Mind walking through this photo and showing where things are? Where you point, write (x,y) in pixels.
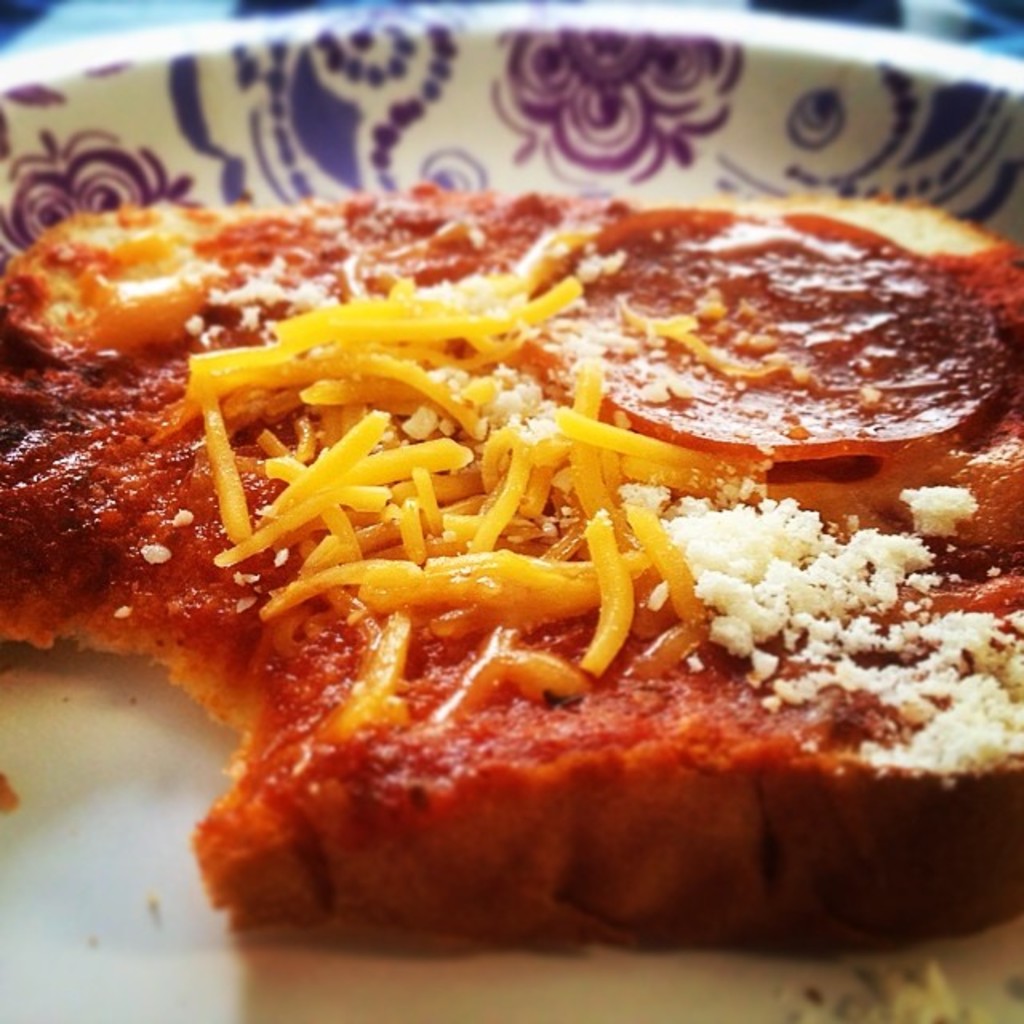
In the center of this picture (423,579) we can see a white color object (478,19) containing some food item (462,344). In the background (96,8) we can see some other objects (117,21).
